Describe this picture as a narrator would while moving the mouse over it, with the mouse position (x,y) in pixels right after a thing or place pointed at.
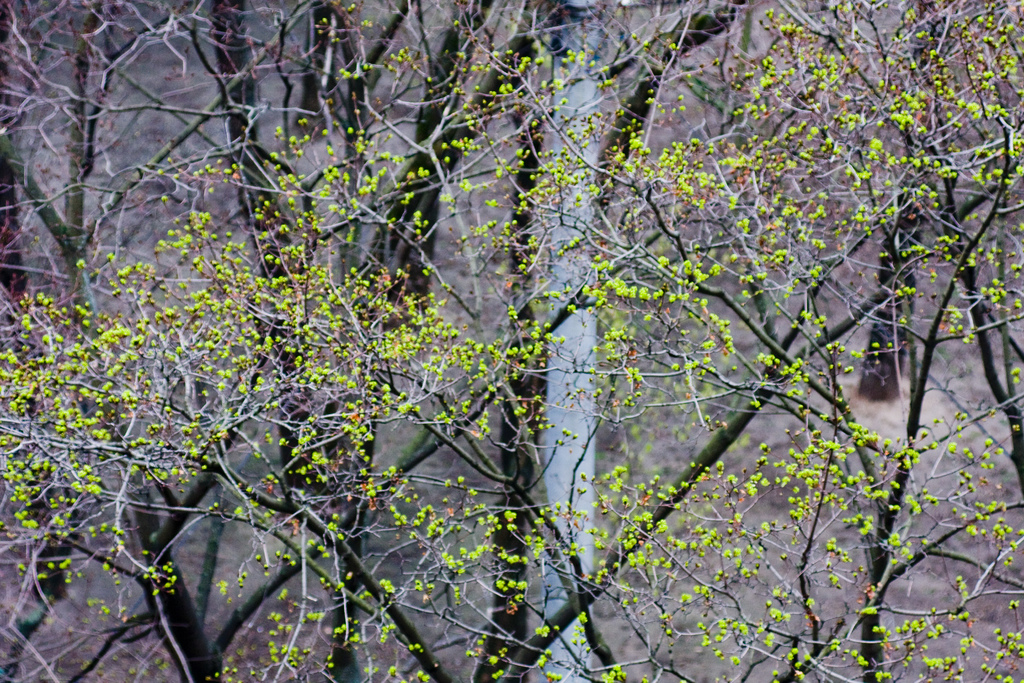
In this picture we can see trees (294,549) and in the background (446,244) we can see the ground (695,421).
